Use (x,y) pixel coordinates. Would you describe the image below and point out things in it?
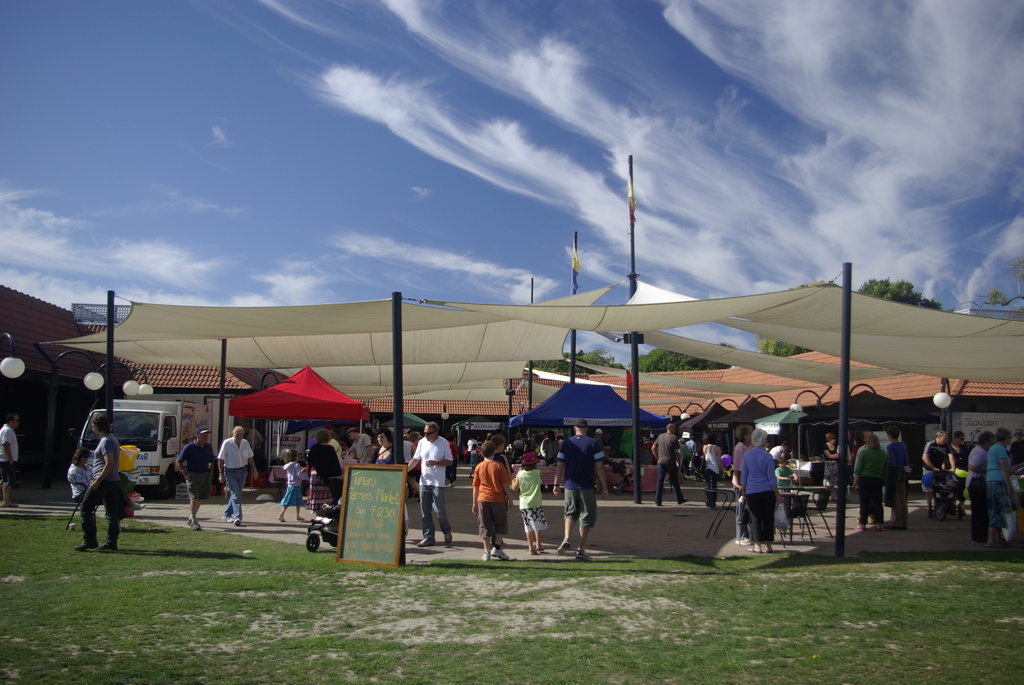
In this image there are people (672,430) on the land (240,595) having some grass (335,595). They are under a tent (483,347). Left side (155,478) there is a vehicle (122,442). Right side (810,493) there is a table (796,494). There are houses (55,463) behind there are trees (763,349). There are street lights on the grassland (321,608). Bottom of the image (375,521) there is a board (359,535) on the grassland (336,576). Top of the image (425,192) there is sky (459,194) with some clouds (601,138).
